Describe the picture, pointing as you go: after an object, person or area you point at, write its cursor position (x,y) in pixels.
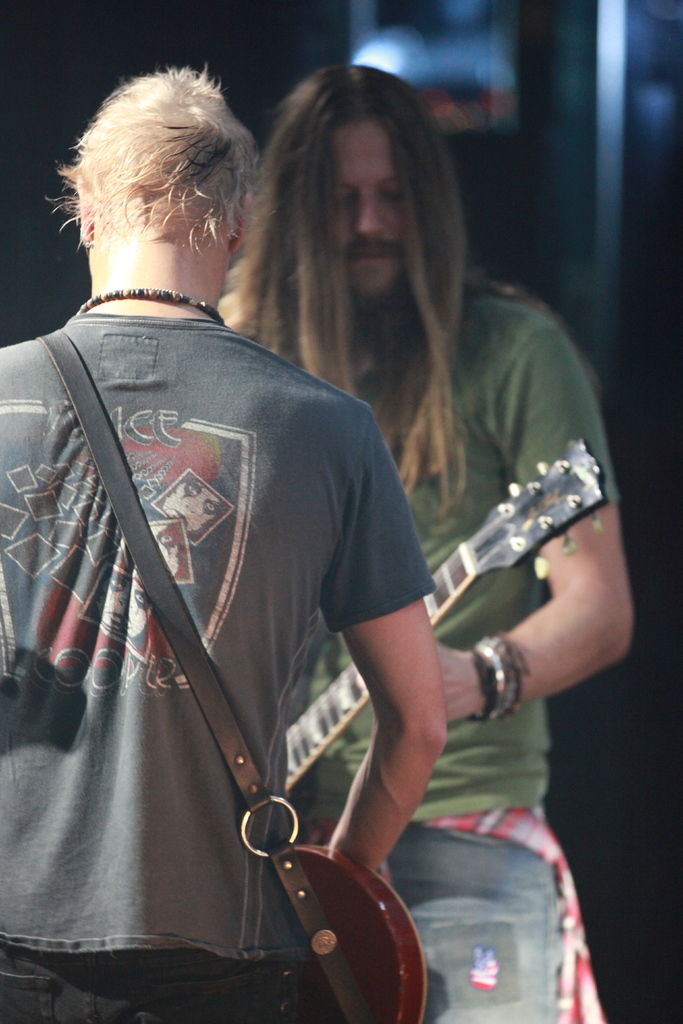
In this picture there are two men (218,626) standing in front of each other. One guy (391,216) is playing a guitar (324,739) and other one (402,699) is holding one of musical instrument (399,958) across his shoulders (23,364).
